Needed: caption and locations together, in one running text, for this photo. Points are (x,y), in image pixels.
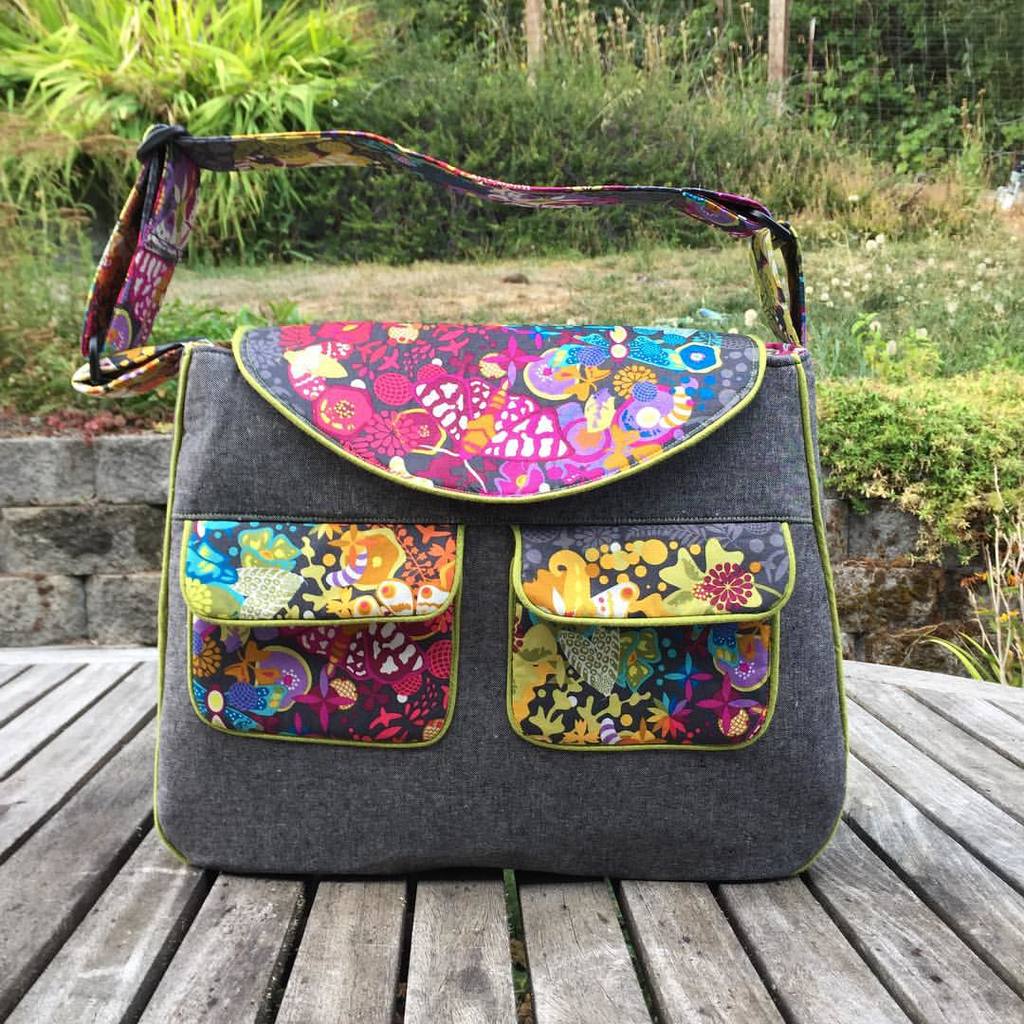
In this image there is a gray color hand bag (446,768) which is placed on the table (582,1018) and at the background of the image (335,240) there are plants (443,205).
